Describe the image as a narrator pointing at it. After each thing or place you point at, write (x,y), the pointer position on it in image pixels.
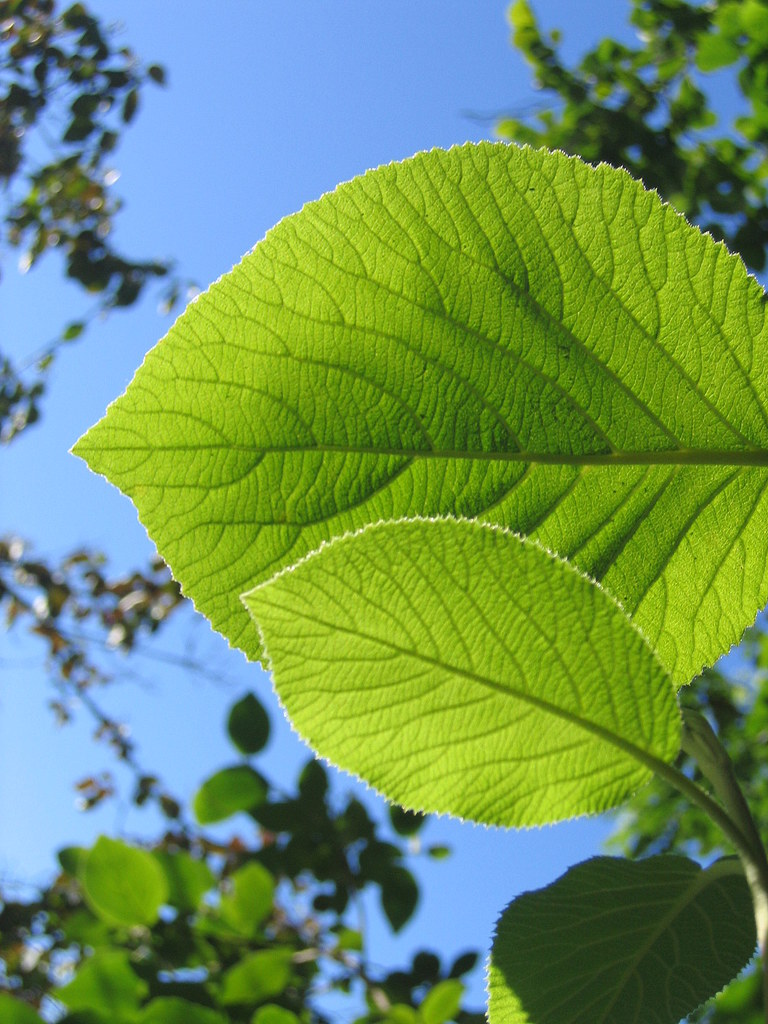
In the background (353,93) we can see a clear blue sky (238,180). In this picture we can see the leaves (220,327). On the right side of the picture (701,256) we can see the green leaves (679,107).
